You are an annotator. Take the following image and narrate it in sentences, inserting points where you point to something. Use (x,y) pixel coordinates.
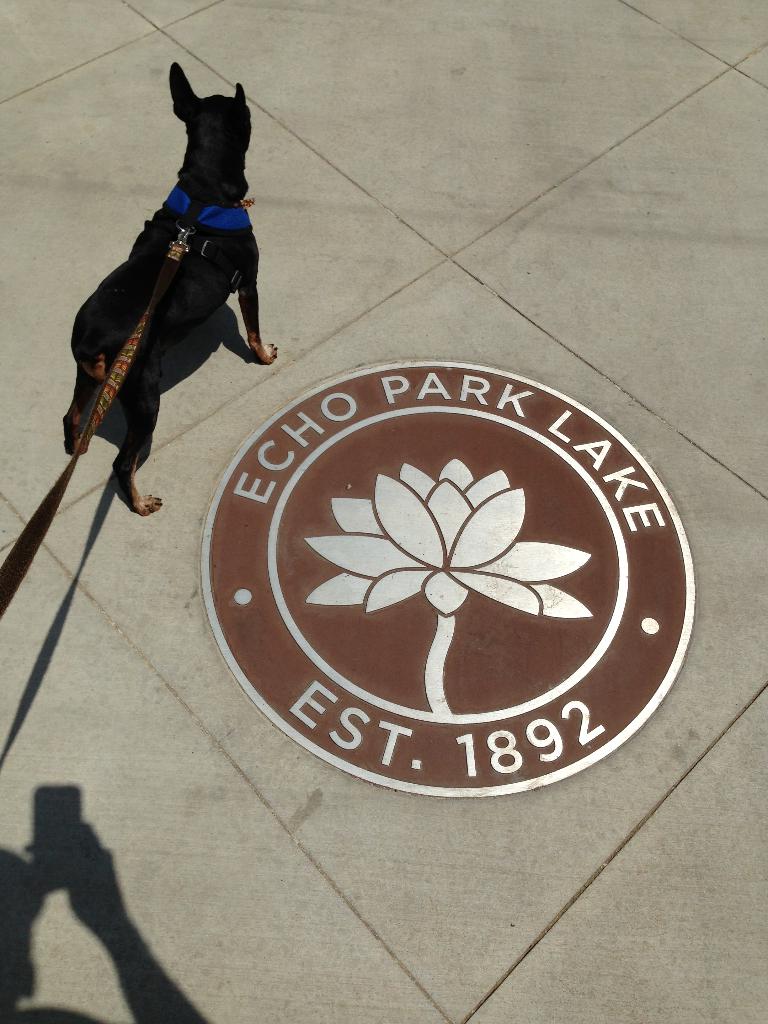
Here in this picture we can see an emblem (336,466) present on the floor (356,781) and beside that we can see a dog (125,320) present and we can see a belt (204,251) around its neck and we can see a shadow (5,905) of a person (5,905) carrying the belt (13,587) and he is holding a mobile phone (68,801) in his hand (47,844).
